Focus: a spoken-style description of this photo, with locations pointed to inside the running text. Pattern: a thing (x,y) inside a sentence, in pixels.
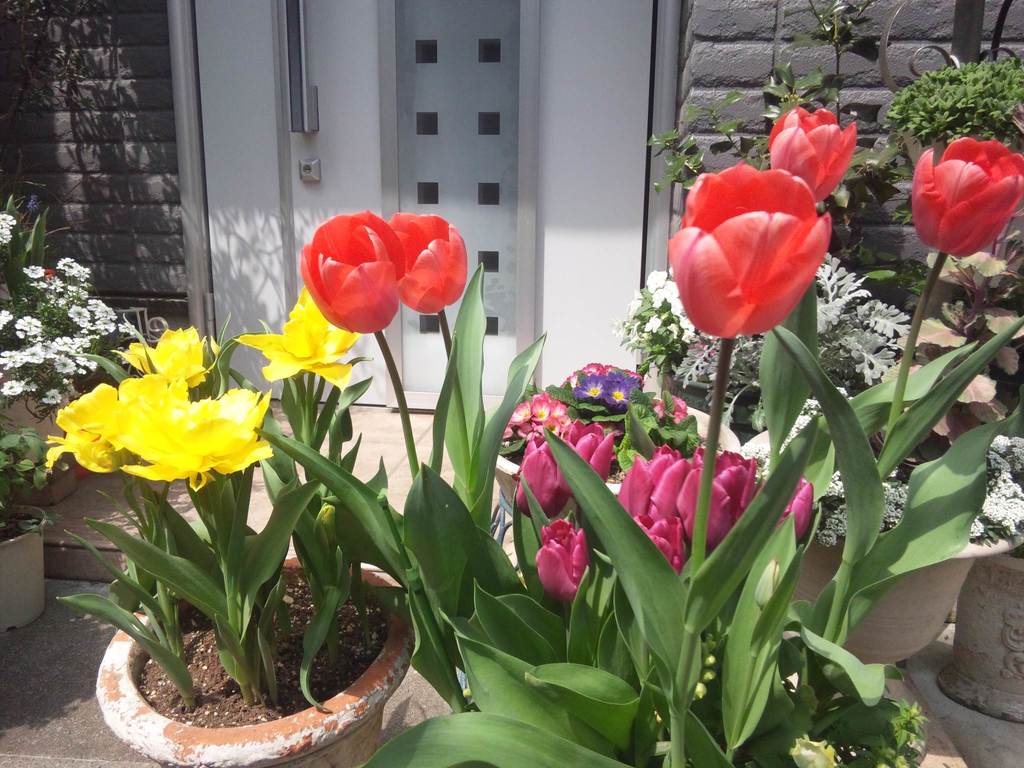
In this picture there are flower pots (761,389) on the right (845,215) and left side of the image (117,376) and there is a door (317,67) and walls (807,3) in the background area of the image (464,143).
